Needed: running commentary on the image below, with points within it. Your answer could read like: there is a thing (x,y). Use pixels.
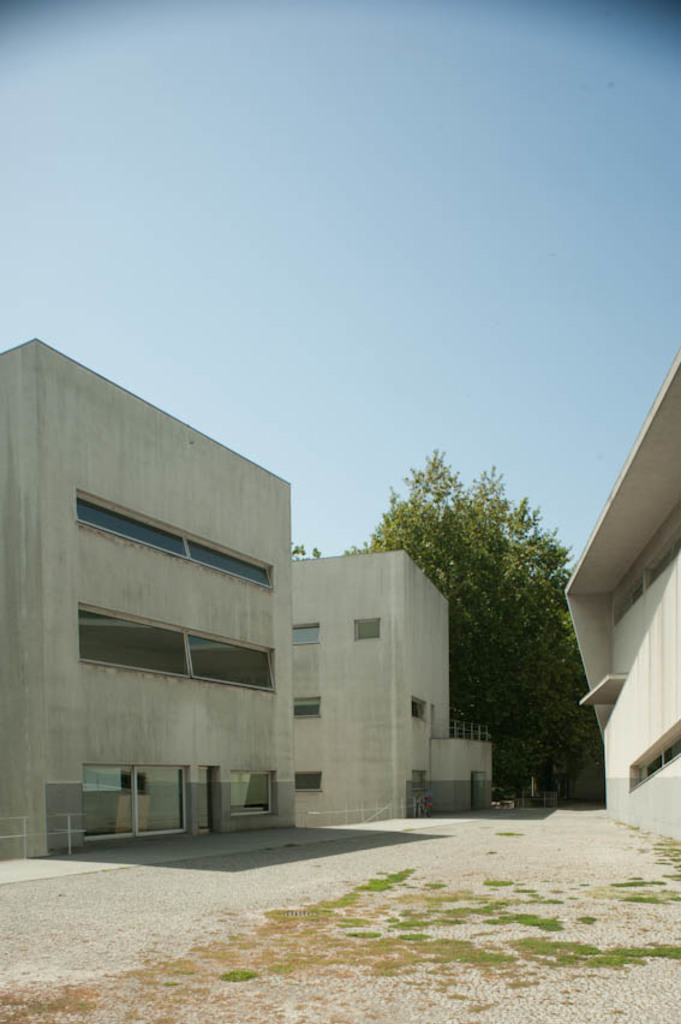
Here we can see buildings (405,726) and trees (411,520). In the background (513,333) there is sky (513,333).
